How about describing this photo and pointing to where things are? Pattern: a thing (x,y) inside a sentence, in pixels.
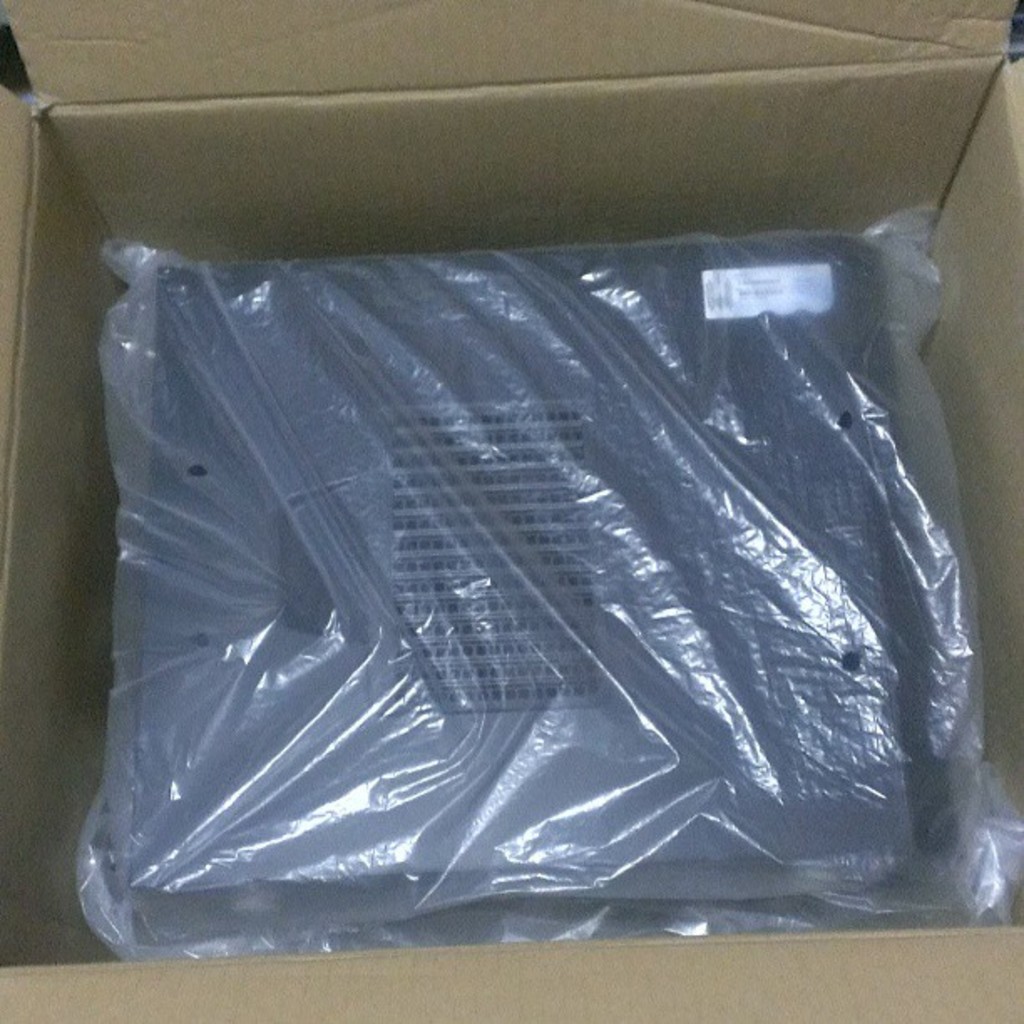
In the image inside the cardboard box (277,77) there is an object (339,681) covered with a cover (428,588).
